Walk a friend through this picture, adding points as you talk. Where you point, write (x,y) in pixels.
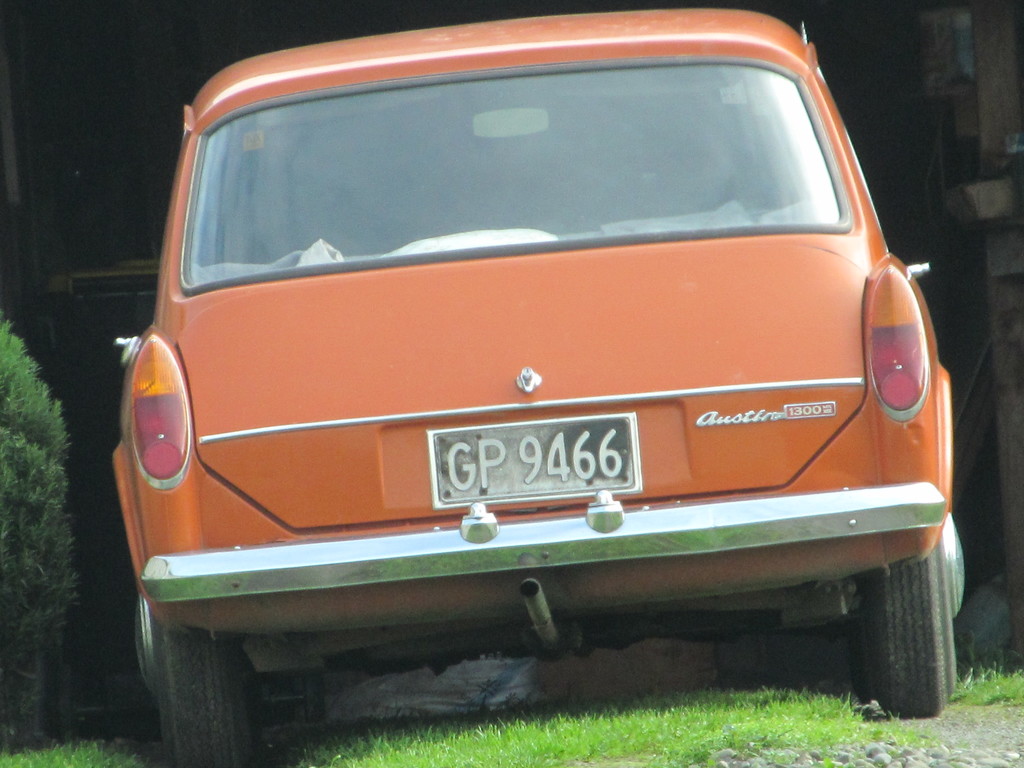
In the center of the image (632,440) we can see a car (755,437). At the bottom (469,763) there is grass (454,751). On the left (53,478) there is a bush (36,501).
